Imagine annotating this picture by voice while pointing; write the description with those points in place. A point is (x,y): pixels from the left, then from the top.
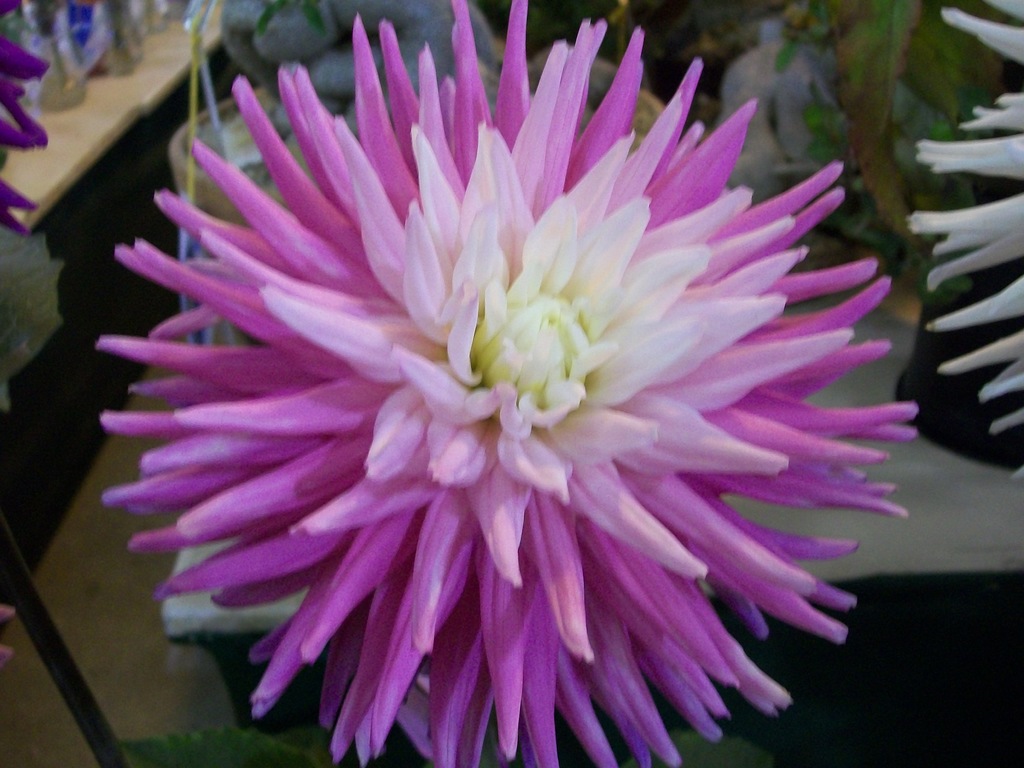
In this image I can see flowering plants (441,418) and pots (210,200) on the table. This image is taken may be in a hall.
